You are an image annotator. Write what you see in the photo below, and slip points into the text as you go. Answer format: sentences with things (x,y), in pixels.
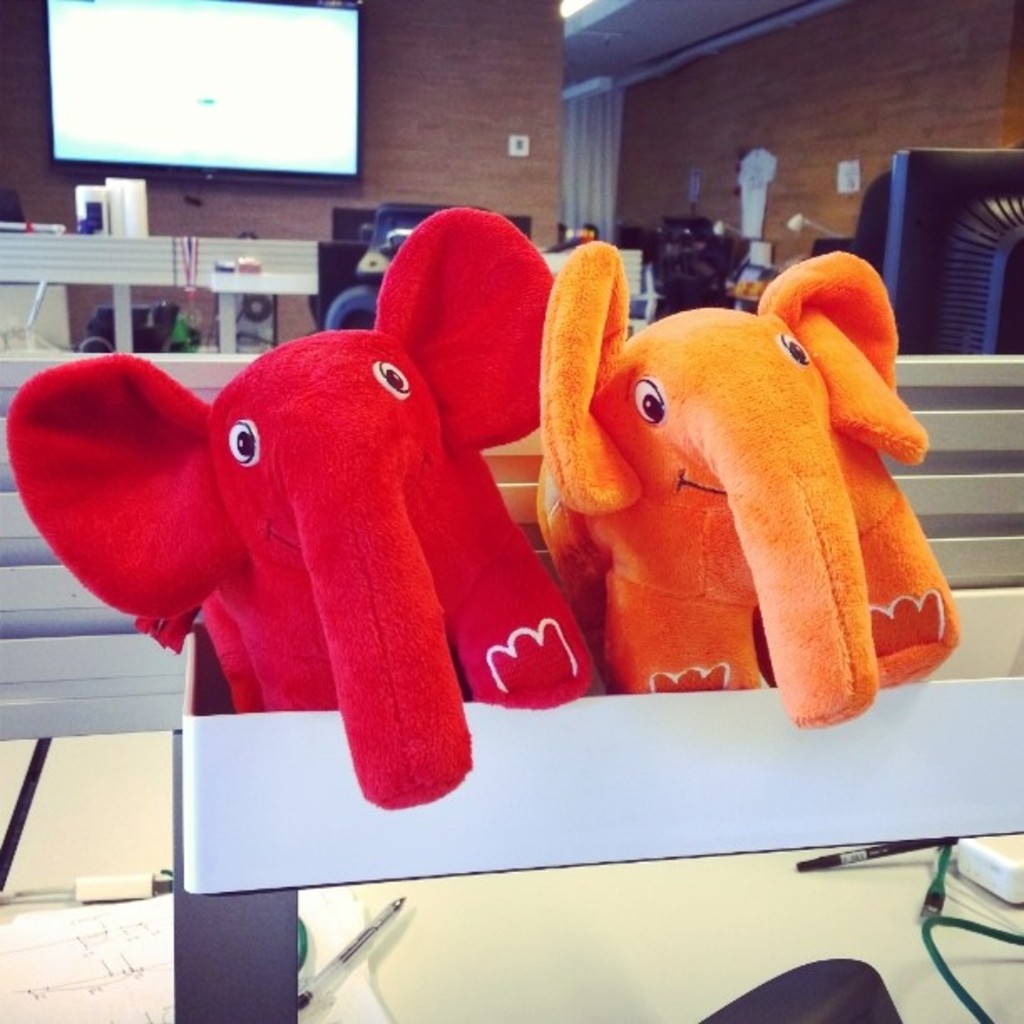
As we can see in the image there are elephant toys (373,514), wall (435,56), benches (1015,364), chairs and screen (254,58).
